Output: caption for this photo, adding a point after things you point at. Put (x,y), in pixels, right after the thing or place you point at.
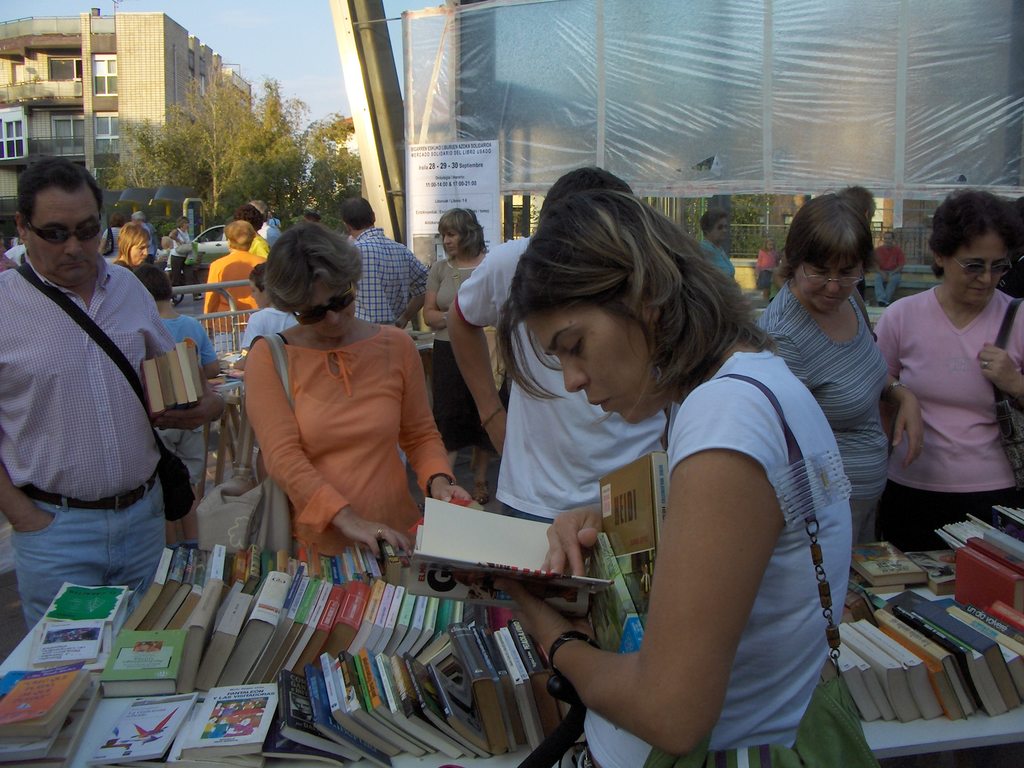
In this image a woman (772,480) wearing a white shirt (756,413) is carrying a bag (821,704) and holding books (584,602). Behind her there are few books (539,678) on the table (1006,727). Behind there are few persons (145,471) standing. A woman (315,467) is carrying a bag (213,521), beside there is a person (89,430) carrying a bag (135,382) and holding few books (157,381). Before the fence (224,344) there are few persons (370,301). Behind the fence (198,285) there is a car (224,229) on the road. There are few persons (178,270) on the road (184,276). Behind them there are few trees (227,172). Background (118,111) there are few buildings (133,115). Top of image (270,37) there is sky (249,39).
